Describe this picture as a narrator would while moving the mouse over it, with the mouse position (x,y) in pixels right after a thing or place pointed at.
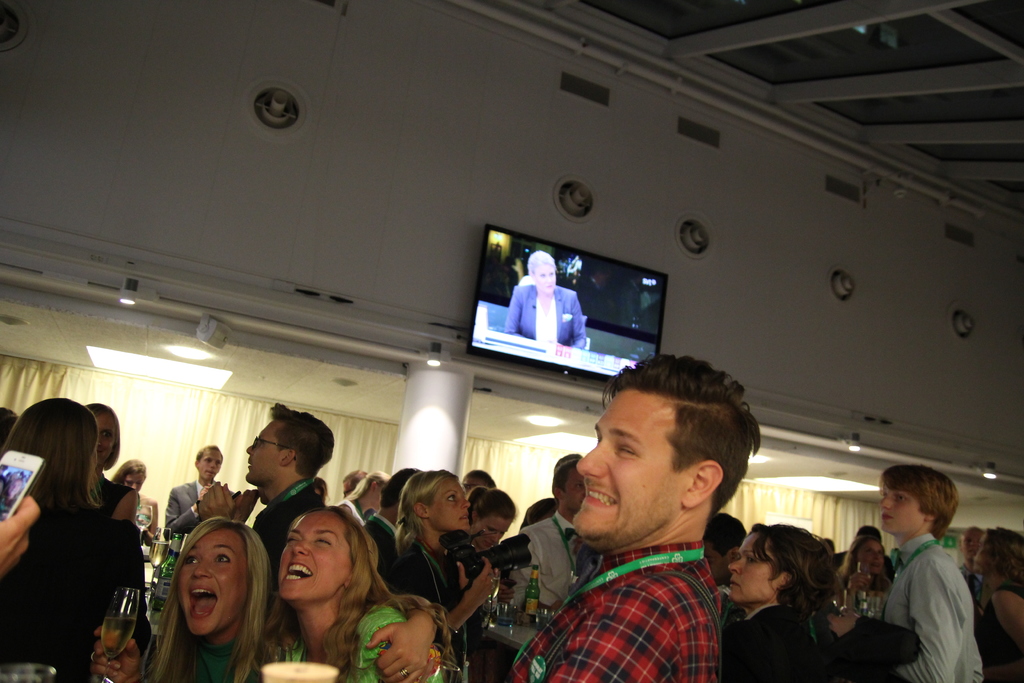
At the bottom of the image (262,610) we can see people (831,598) standing and holding glasses (500,613). The lady (445,589) standing in the center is holding a camera (466,553). In the background (482,334) we can see a screen (520,351) on the wall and there are lights (151,360).
